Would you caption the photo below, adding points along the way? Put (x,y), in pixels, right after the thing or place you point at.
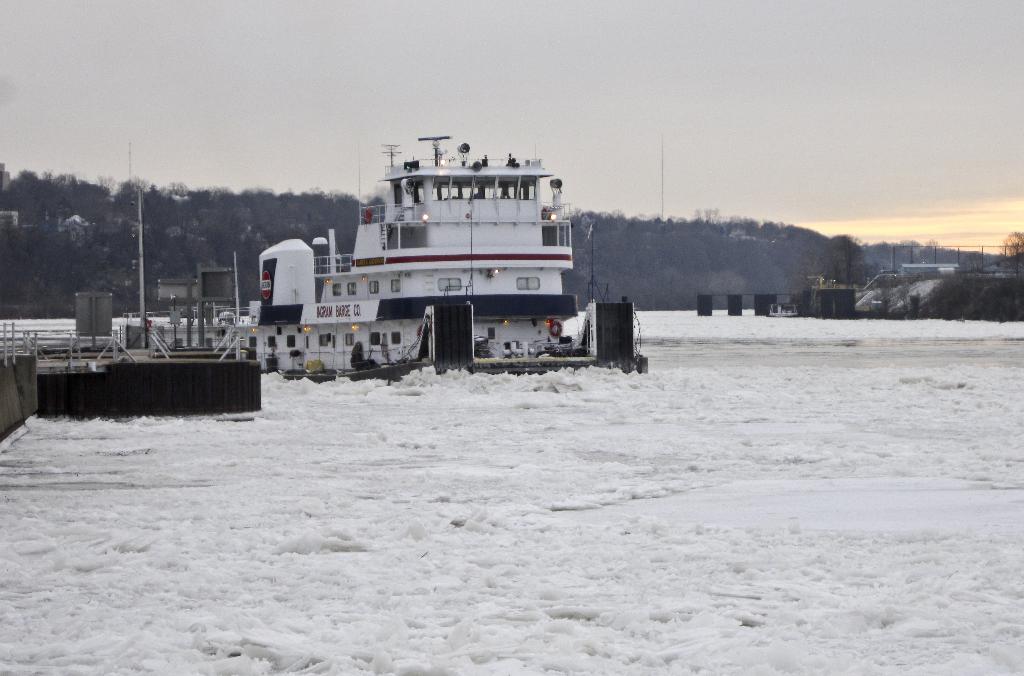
In this picture I can see there is snow (412,459) and there is a wall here at left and there is a ship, there are few trees (835,269) in the backdrop (877,250) and the sky (669,127) is cloudy.
